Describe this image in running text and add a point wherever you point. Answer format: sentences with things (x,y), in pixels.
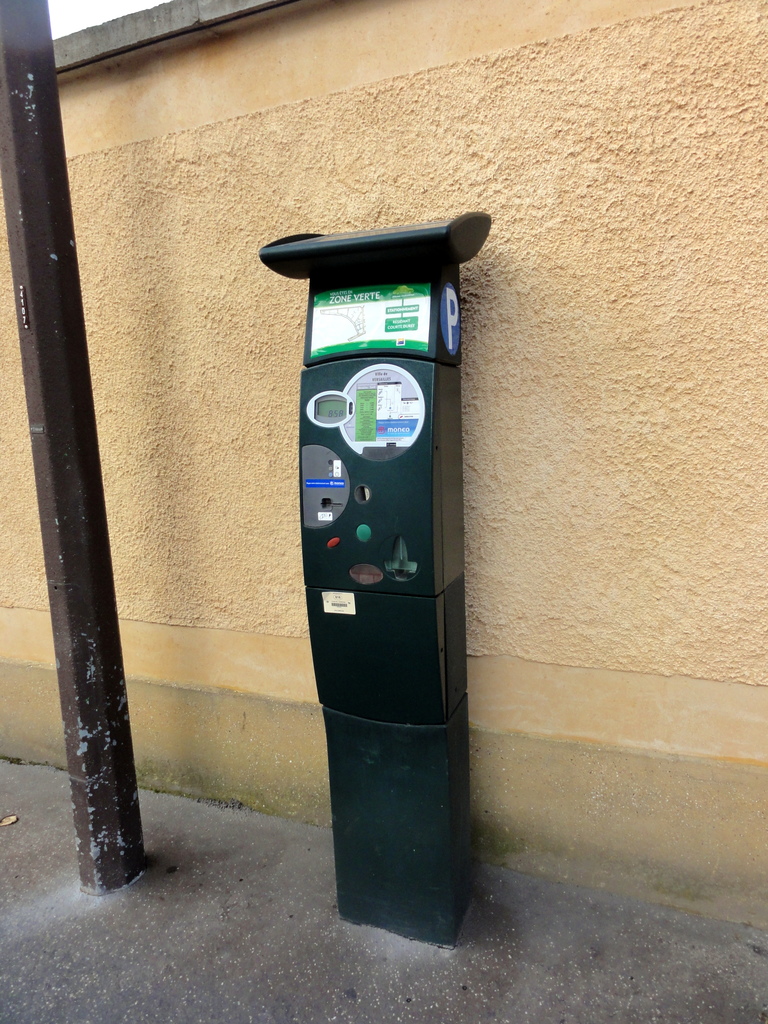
In the image there is a parking meter (410,526) in front of the wall (235,208) beside a pole (34,279).
